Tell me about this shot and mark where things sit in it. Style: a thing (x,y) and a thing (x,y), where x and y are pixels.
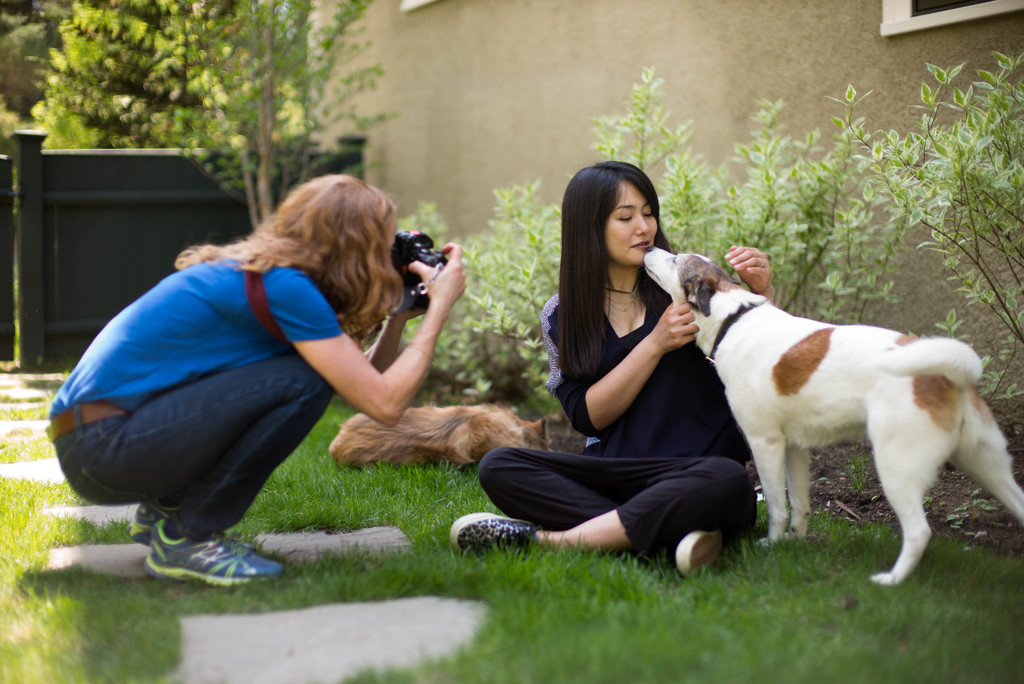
In this picture we can see a woman (613,497) sitting on the grass (714,633). There is a dog (724,385). And a person (374,397) is taking a snap with the camera (442,261). These are the plants (894,209). There are many trees (202,86), and there is a wall (583,141) in the background (504,57).
